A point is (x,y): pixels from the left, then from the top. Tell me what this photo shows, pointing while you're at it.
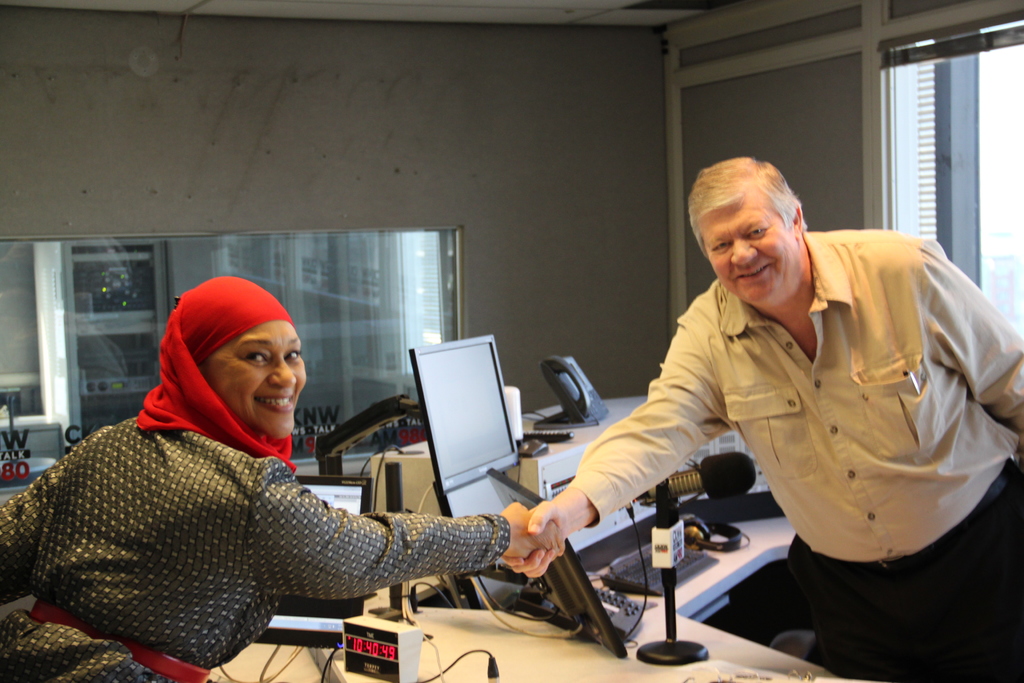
On the left of the image (284,594) there is a woman (257,580) sitting at the table (422,666). On the right side of the image (884,445) there is a man (829,490). On the table (512,656) we can see monitor (563,563), keyboard (644,591), mic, telephone (599,412), stopwatch (418,641), remote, headset (708,529) and some objects (527,597). In the background (569,104) we can see window (937,93) and wall (495,89).
